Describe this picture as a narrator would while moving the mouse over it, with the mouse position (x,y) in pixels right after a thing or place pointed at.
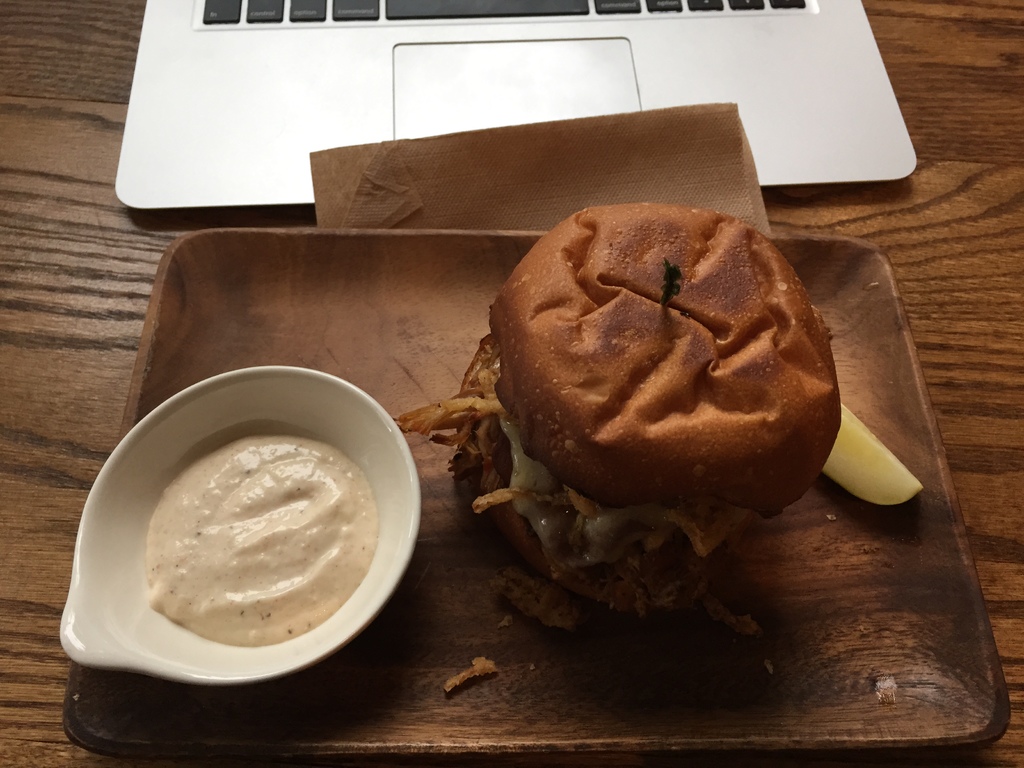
In this image, we can see a table (914,118). In the middle of the table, we can see a tray (743,611), on the tray (522,723), we can see a burger (677,436) and cup (199,661) with some food item (273,547). In the background of the table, we can also see a paper (519,174) and a laptop (493,106).
